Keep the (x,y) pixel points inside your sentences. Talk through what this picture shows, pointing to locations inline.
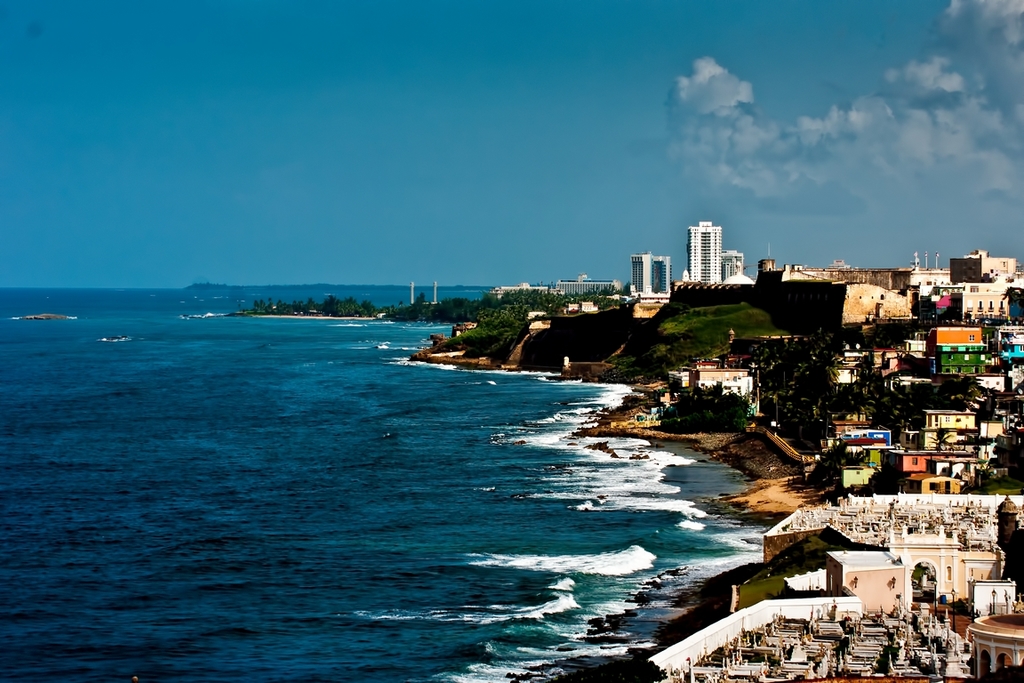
In this picture we can see buildings (1003,363) with windows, trees (527,311), water (401,350), grass (711,322) and in the background (415,154) we can see the sky (521,127) with clouds (719,139).
